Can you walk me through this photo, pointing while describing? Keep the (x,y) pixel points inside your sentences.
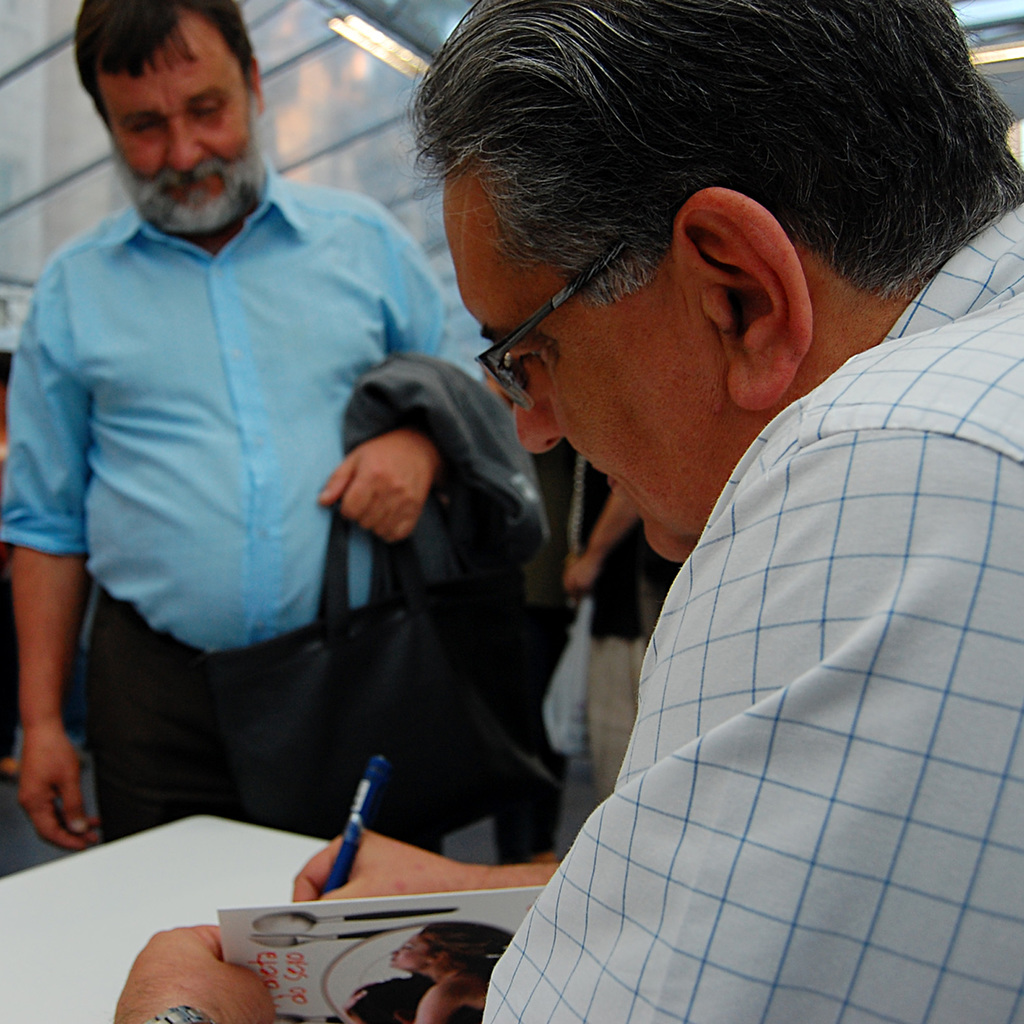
In this image we can see this person (806,605) wearing shirt (745,980) and spectacles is sitting and holding a book (279,983) and writing with the pen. Here we can see the white table (197,905) and this person (244,622) wearing blue shirt (217,435) and holding a jacket (453,572) is standing on the floor (574,818). In the background (539,836), we can see a few more people (516,795) and lights (407,69) on the ceiling (404,4).
